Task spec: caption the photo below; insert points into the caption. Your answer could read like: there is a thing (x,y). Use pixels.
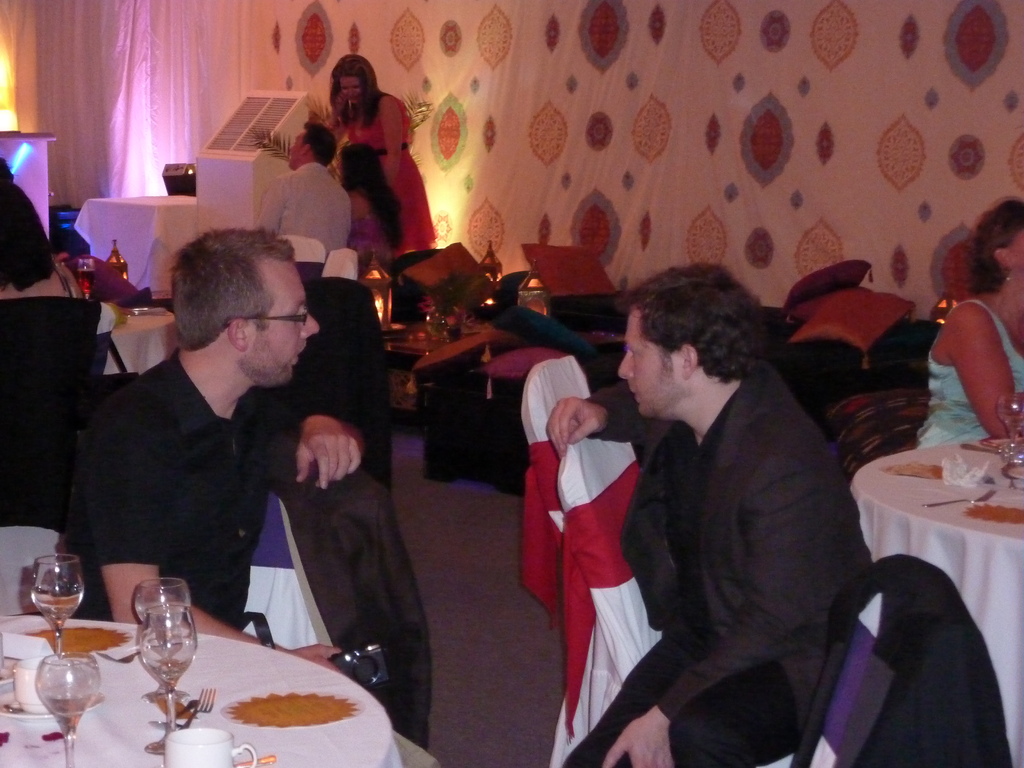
In this image there are a group of people (261,431) some of them are standing and some of them are sitting on a chair (627,568) and there are many tables (889,497), on the tables (910,534) there are glasses (62,669) cups (26,672) saucers (67,700) and bottles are there and on the background (484,39) there is a cloth (98,73).
